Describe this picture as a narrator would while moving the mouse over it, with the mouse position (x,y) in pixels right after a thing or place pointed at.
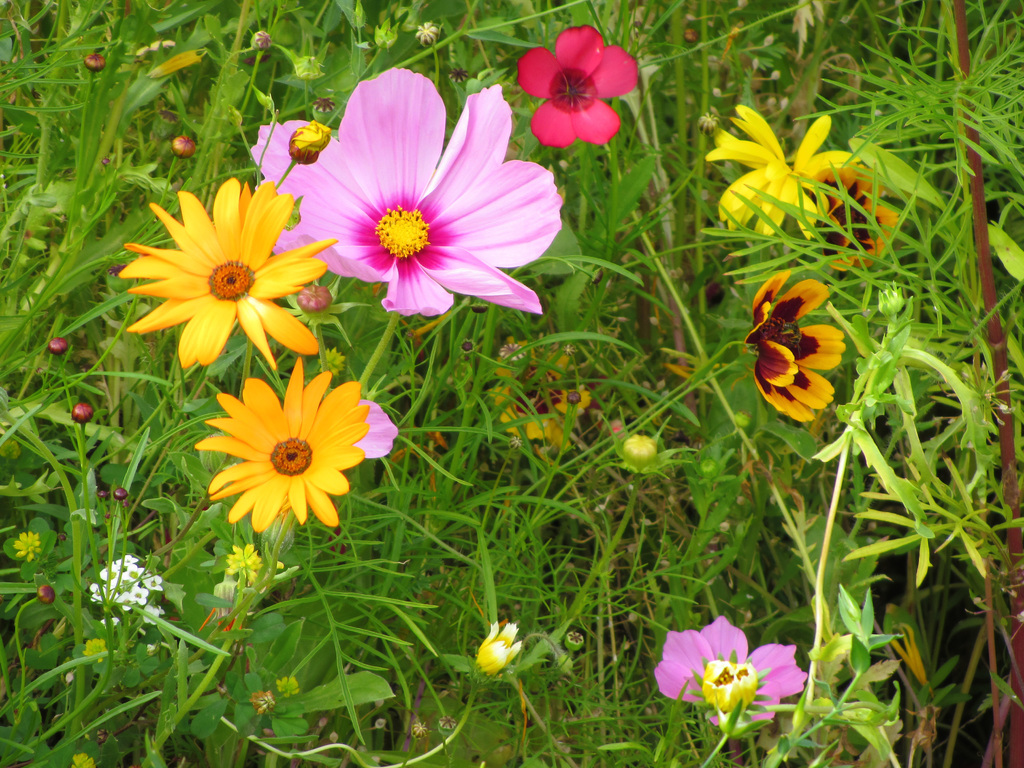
In this picture we can see there are plants (412,545) with leaves (189,420) and different color flowers (293,254) and buds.
